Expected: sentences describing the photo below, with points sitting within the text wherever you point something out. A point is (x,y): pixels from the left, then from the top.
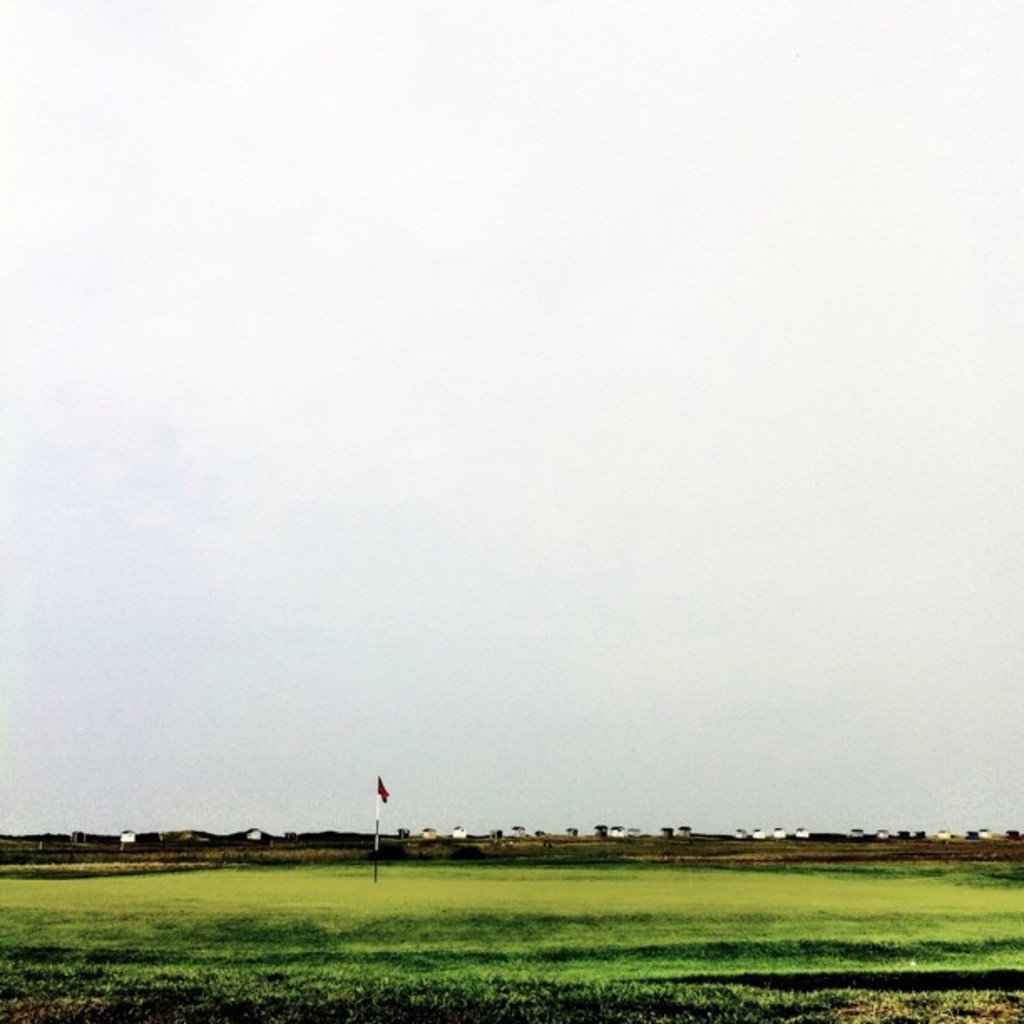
In this image we can see flag post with flag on the ground (366,886), buildings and sky (305,532).
